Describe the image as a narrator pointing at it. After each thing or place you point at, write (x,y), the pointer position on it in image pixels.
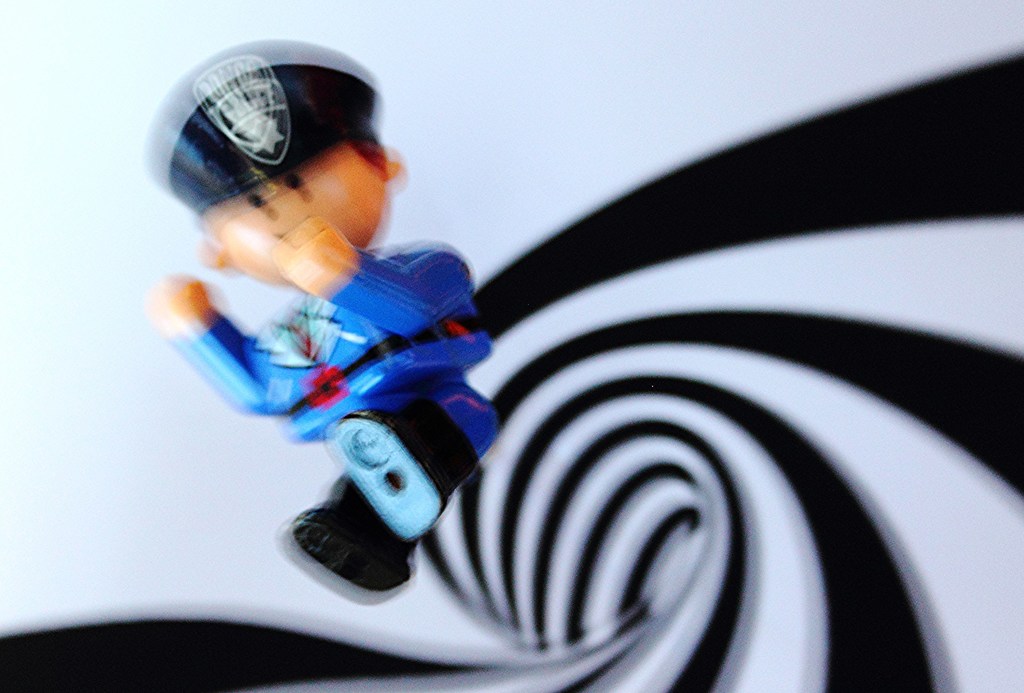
This is an image. In this image there is a toy (388,308).
